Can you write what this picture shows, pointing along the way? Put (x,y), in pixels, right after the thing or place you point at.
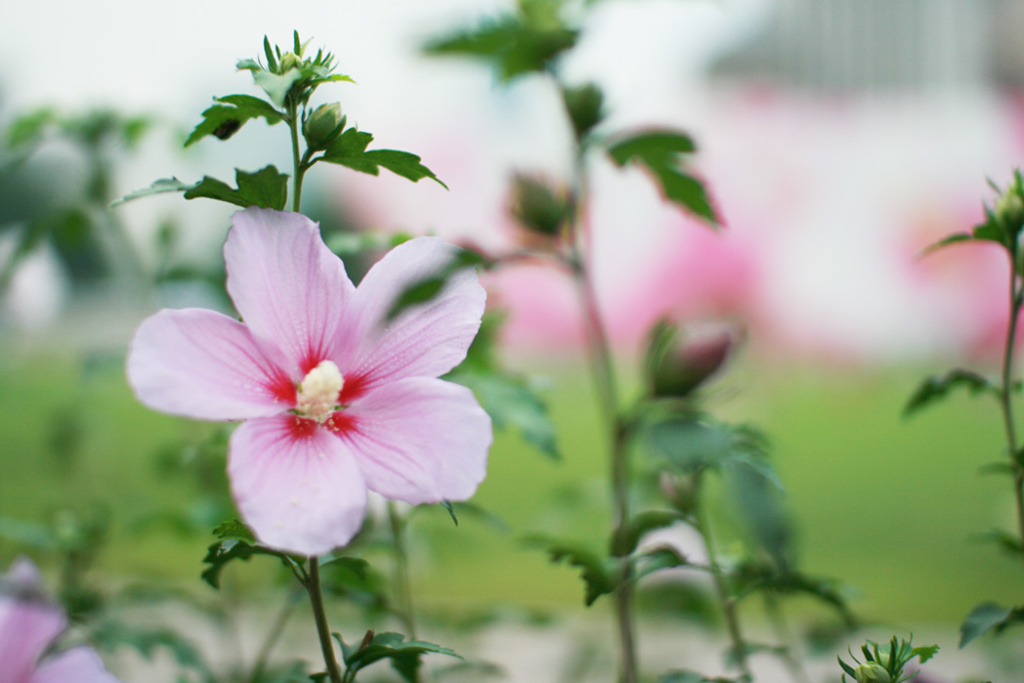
In this image we can see plants (531,31) and flowers (316,389). The background of the image (49,457) is blurred.
